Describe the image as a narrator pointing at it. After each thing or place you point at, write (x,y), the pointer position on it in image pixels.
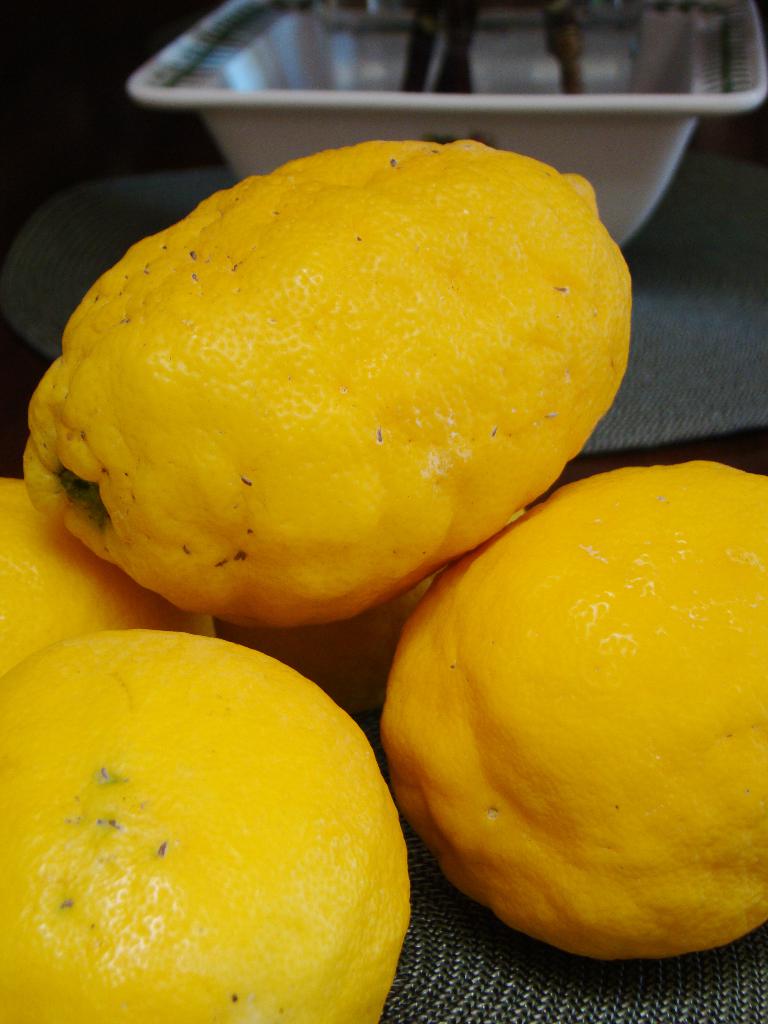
In-front of the image there are fruits (433,813). In the background (639,14) there is a container (650,89).
